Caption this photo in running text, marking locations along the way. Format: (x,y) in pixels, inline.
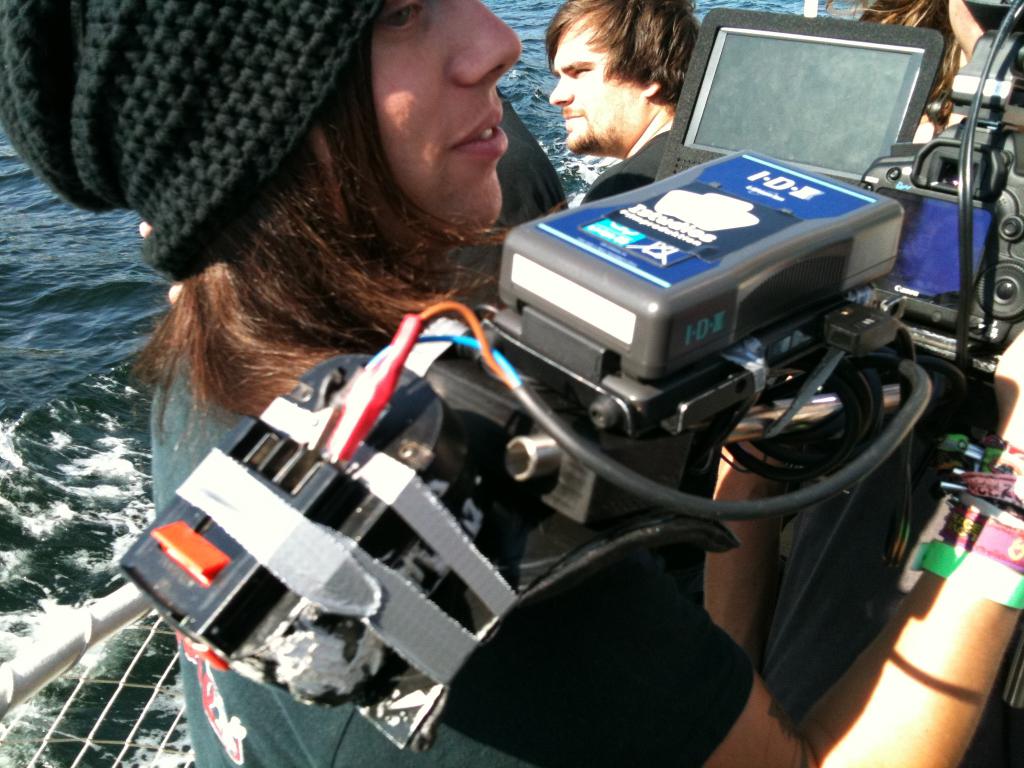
Here we can see water (131,355) and two persons (515,663). There is a device (806,323) and a mesh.
